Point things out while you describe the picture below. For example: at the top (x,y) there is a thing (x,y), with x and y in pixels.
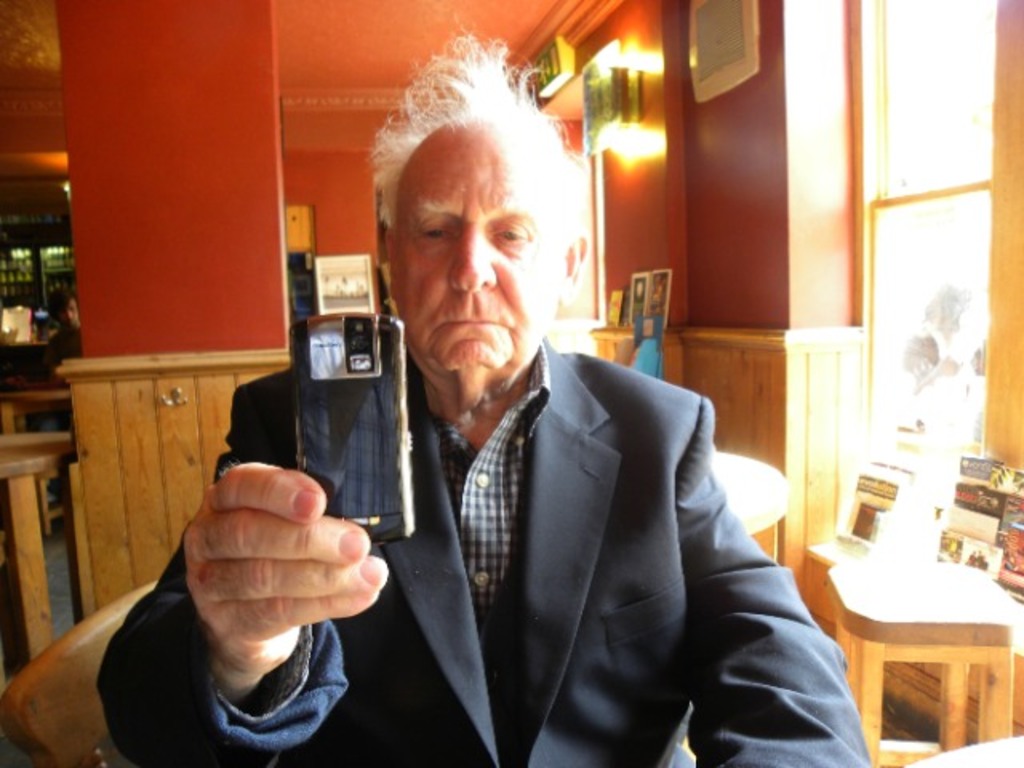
In this image I see a man (738,678) who is wearing a suit (207,688) and holding a mobile (364,370). In the background (40,524) I see another person (68,333), few tables (21,530) and the window (873,70).
